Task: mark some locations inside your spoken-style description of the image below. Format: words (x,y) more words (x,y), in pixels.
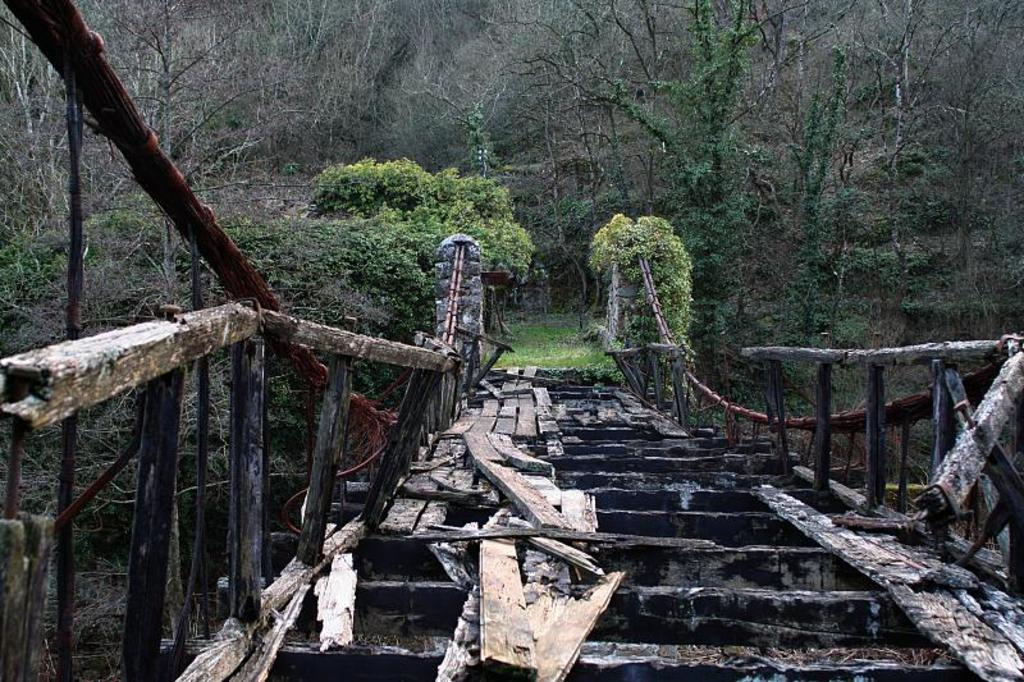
In this picture I can see a broken bridge (417,415) in front (426,454) and in the background (968,41) I can see number of trees (506,215).
